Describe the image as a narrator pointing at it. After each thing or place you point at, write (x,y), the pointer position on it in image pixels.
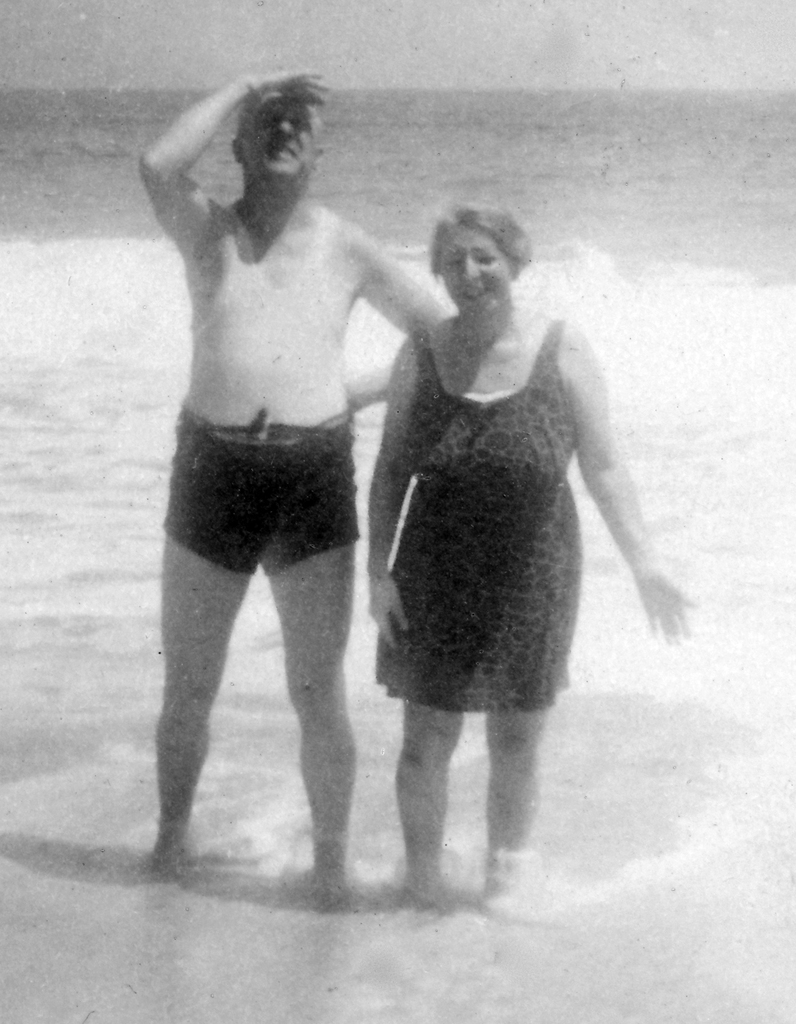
It is a black and white image. In this image there are two persons (412,782) standing in the water (588,865). In the background of the image (475,74) there is sky (266,32).
